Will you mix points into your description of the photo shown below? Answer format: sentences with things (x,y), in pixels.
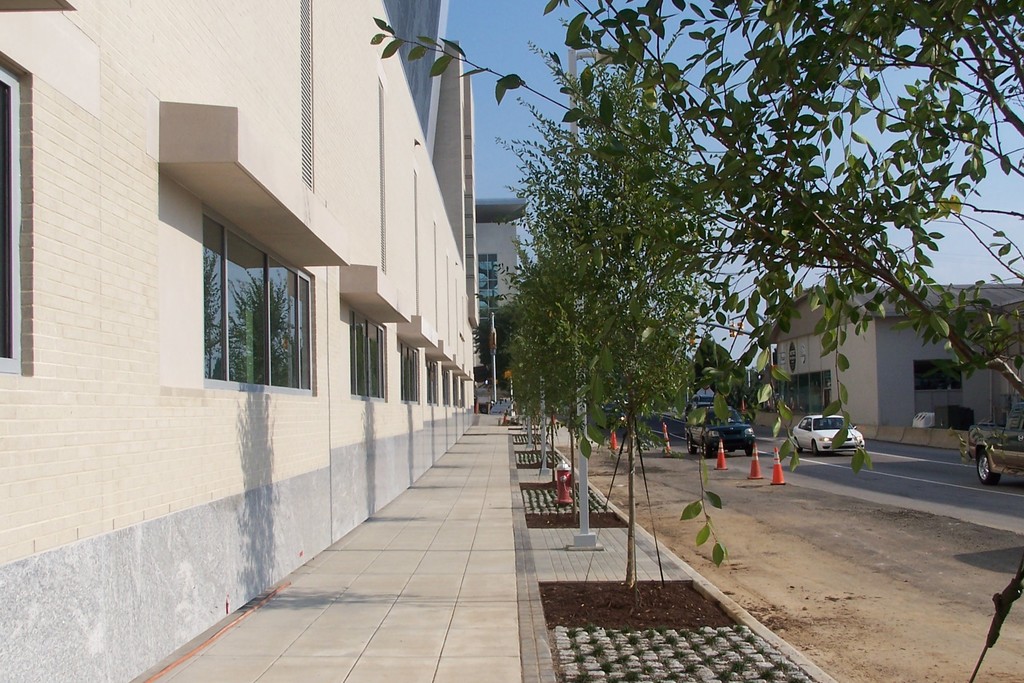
In this image we can see some buildings (473,399) with windows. We can also see some plants (520,373), cables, traffic poles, some vehicles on the road (773,535), some poles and the sky (581,63) which looks clear.
